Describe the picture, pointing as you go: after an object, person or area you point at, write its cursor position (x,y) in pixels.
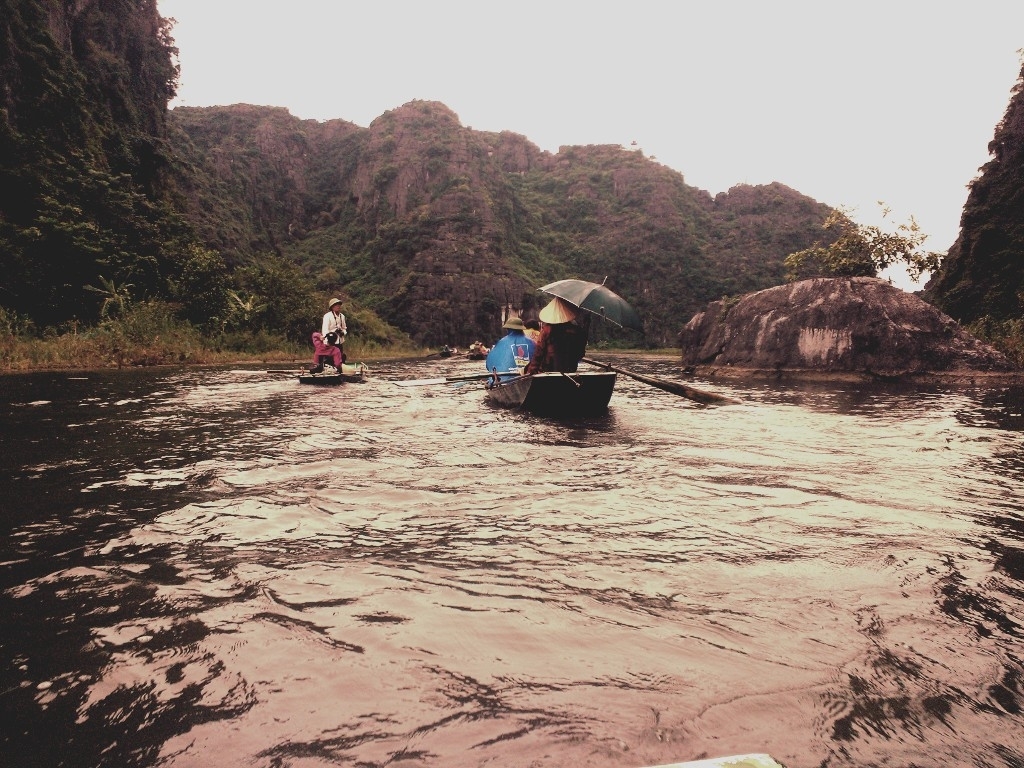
In this image we can see persons (315,343) on boat (364,368) sailing on the water (488,563). In the background (23,125) we can see hills (664,194), trees (917,237) and sky (600,80).
